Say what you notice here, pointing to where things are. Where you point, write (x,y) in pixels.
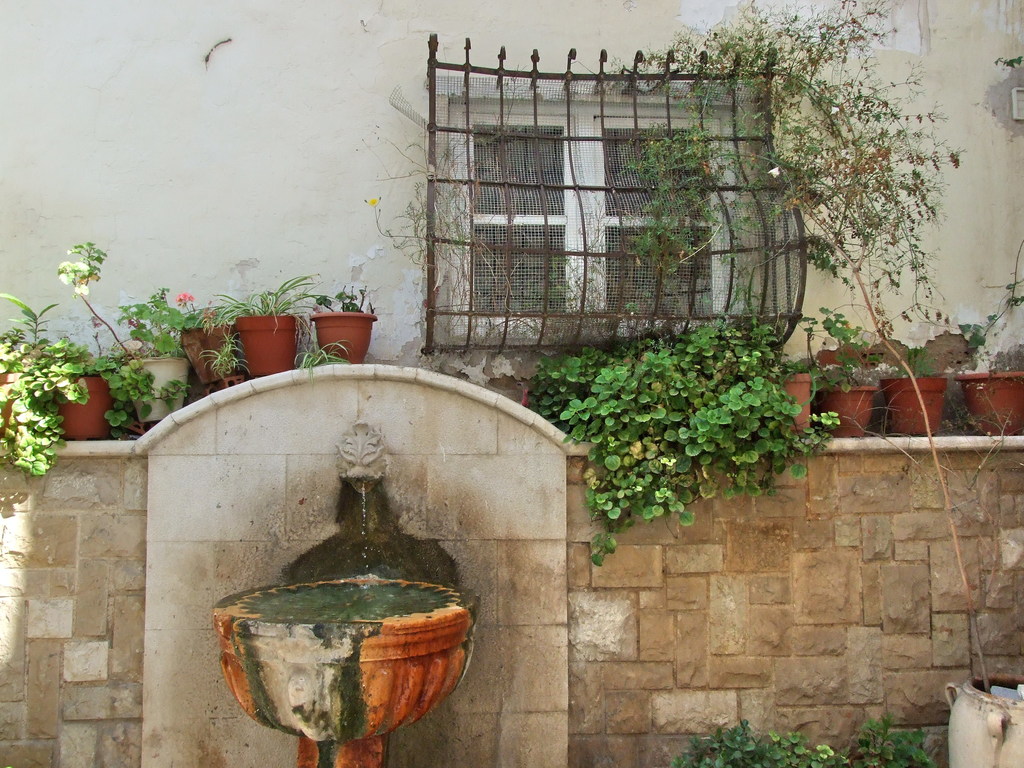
In this picture we can see a pot (962,721), window (659,221), mesh (578,178), house plants (681,383), walls (514,406), water (390,608) in an object (405,588) and some objects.
